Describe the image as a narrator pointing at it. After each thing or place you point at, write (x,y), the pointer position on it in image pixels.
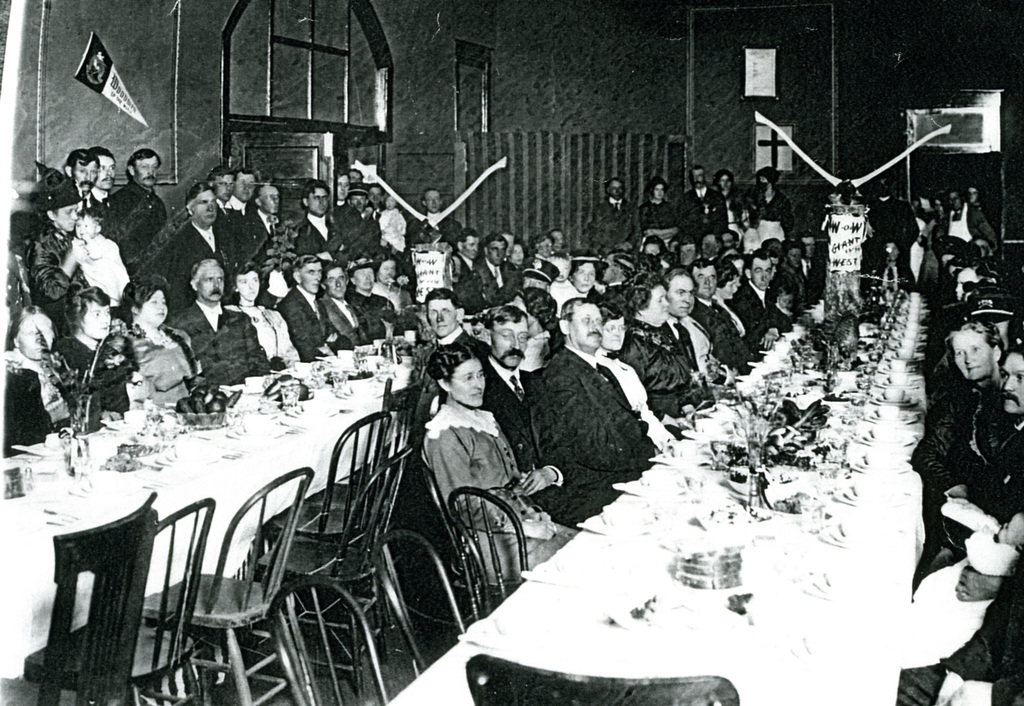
Here we can see a group of people (338,225) are sitting on the chair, and some are standing, and in front (296,398) here is the table (314,405) and some objects (354,366) on it, and here is the wall (203,134) and at back (276,102) here is the door (296,183).
